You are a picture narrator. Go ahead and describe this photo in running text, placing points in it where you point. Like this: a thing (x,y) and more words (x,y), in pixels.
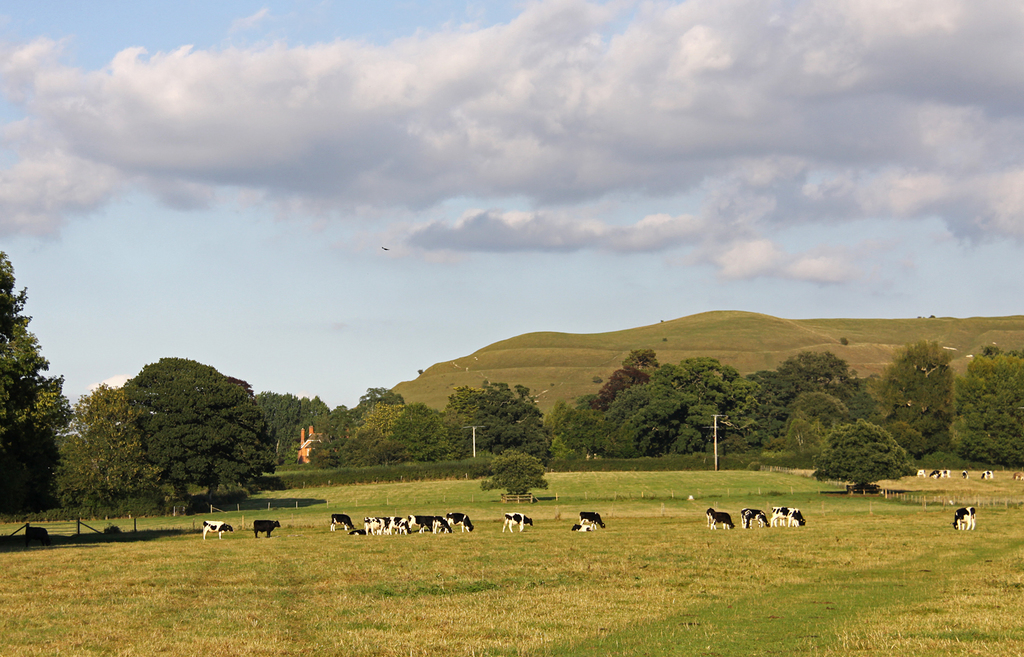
In the foreground (9,451) there are trees (511,455), plants (440,463), current poles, cattle (376,527), crops (497,518) and fencing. In the middle (463,370) there are hills (600,351). At the top (515,183) it is sky (359,237).
